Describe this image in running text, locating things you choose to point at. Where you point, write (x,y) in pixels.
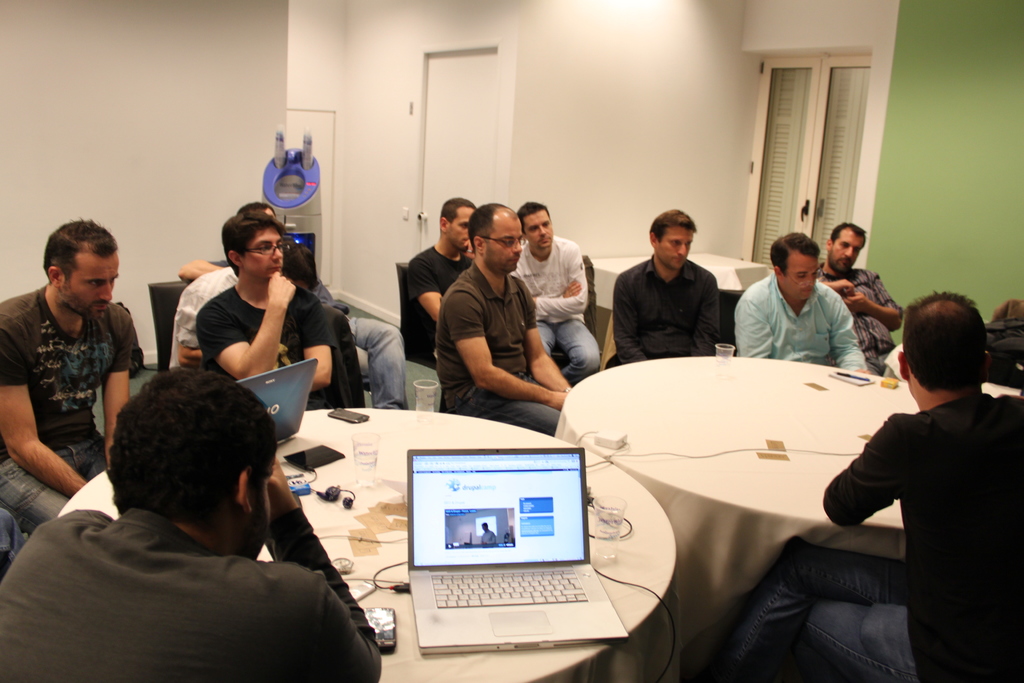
In this picture there are people (66,678) sitting and we can see laptops (550,602), cables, glasses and objects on tables (712,447). In the background of the image (241,106) we can see wall (719,106), door (474,186), window (798,125) and an object (300,239).
